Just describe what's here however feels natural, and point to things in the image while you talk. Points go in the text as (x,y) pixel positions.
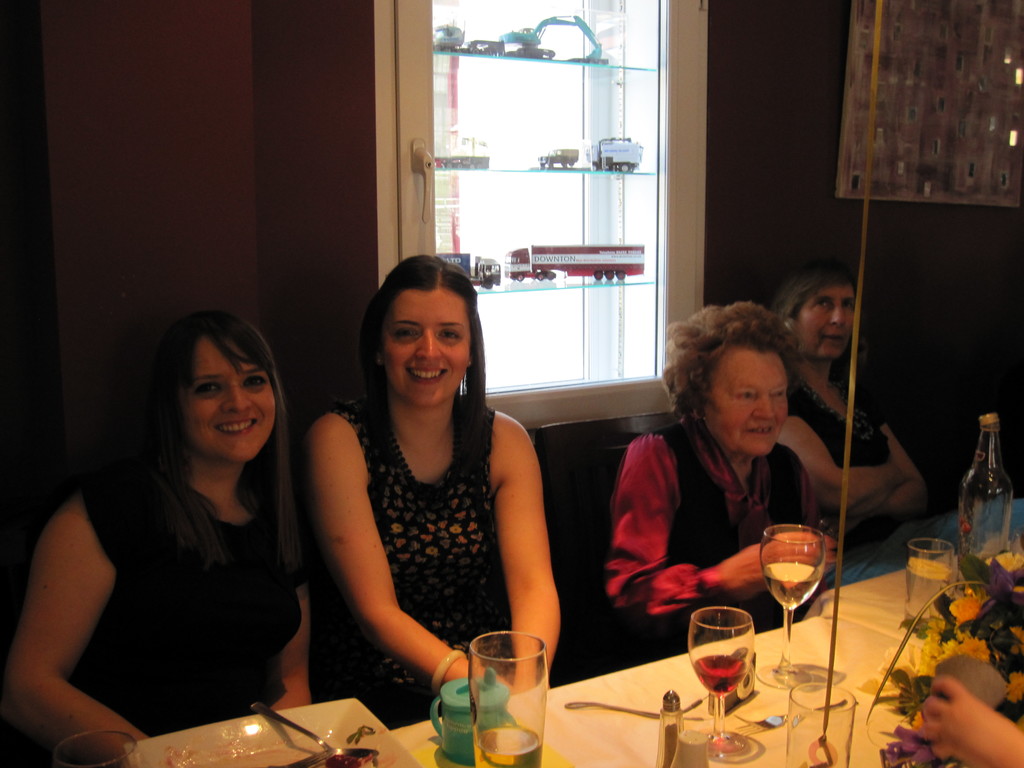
There is a room (592,543). There are people (200,579) sitting in a chair (600,553). there is a table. There is a glass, wine glass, bottle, plate (163,756), spoon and flower vase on a table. We can see in the background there is a window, some toys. On the left side (163,599) we have a two persons (466,517). They both are smiling.
